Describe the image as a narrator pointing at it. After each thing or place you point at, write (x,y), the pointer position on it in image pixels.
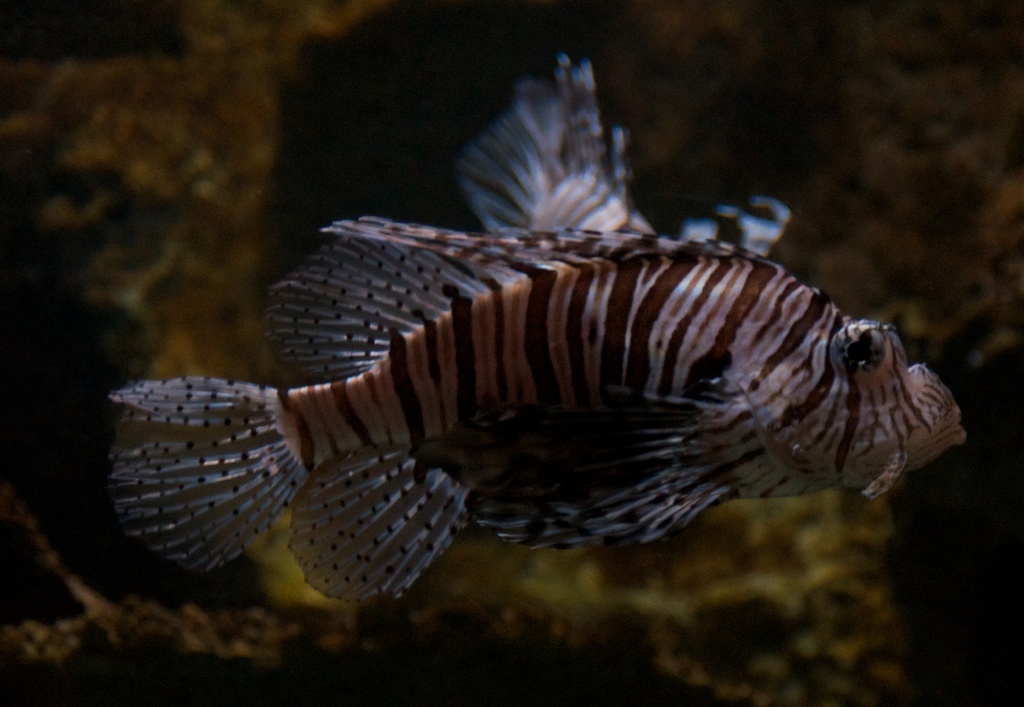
In this picture there is a fish (684,315) in the center of the image (506,344) and the background (234,291) area of the image is blur.
